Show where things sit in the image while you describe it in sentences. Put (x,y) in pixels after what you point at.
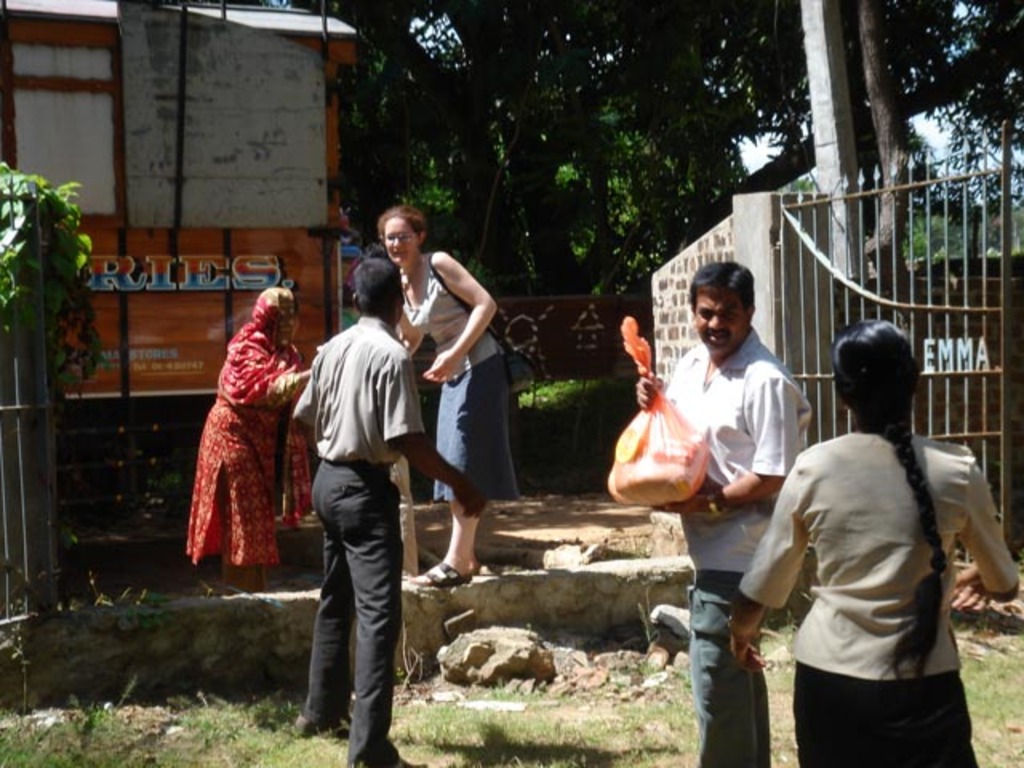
In this image we can see group of people (355,360) standing on the ground (669,670). One person (722,413) is holding a bag (672,418) in his hand (707,488). A woman (419,295) is wearing a bag (514,369). In the background (223,176) we can see a gate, vehicle (147,317) and group of trees (406,168).
